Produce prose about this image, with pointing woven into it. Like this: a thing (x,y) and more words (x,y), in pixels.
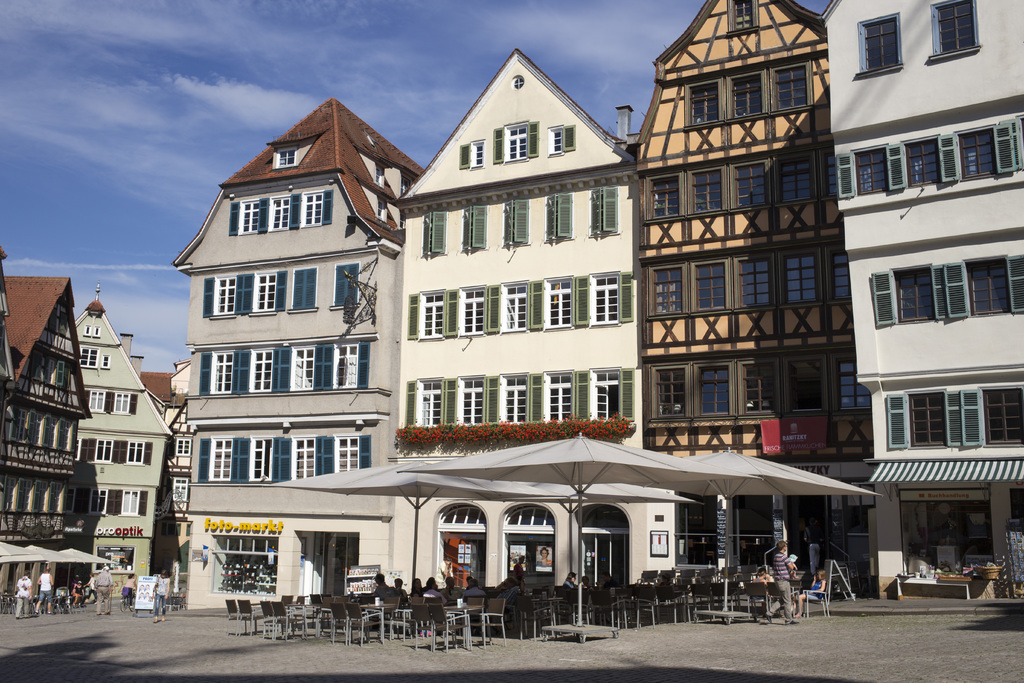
In this image we can see some group of persons (43,597) walking and some are sitting on chairs (412,625) around tables (369,602) which are beneath tents (446,493) and in the background of the image (608,417) there are some buildings (111,533) and clear sky (126,189).
